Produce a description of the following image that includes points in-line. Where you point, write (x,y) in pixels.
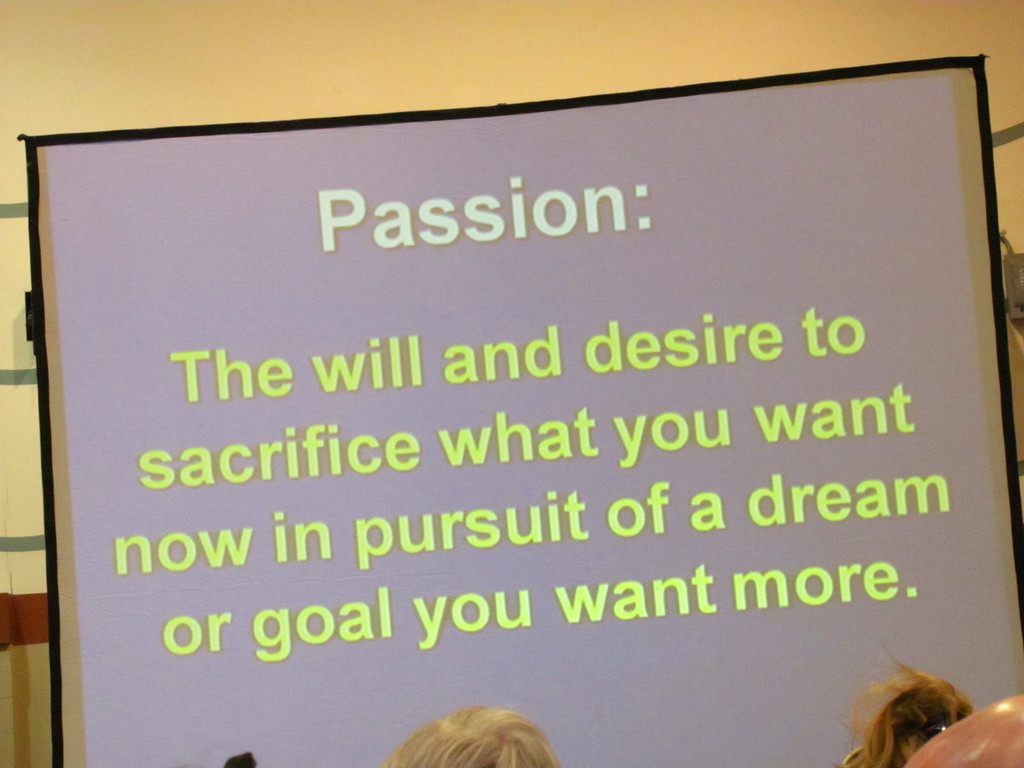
In this picture there is a projector screen (540,433) placed near to the wall (538,43). At the bottom (455,743) I can see the woman's head (442,744) and hairs (866,757).
